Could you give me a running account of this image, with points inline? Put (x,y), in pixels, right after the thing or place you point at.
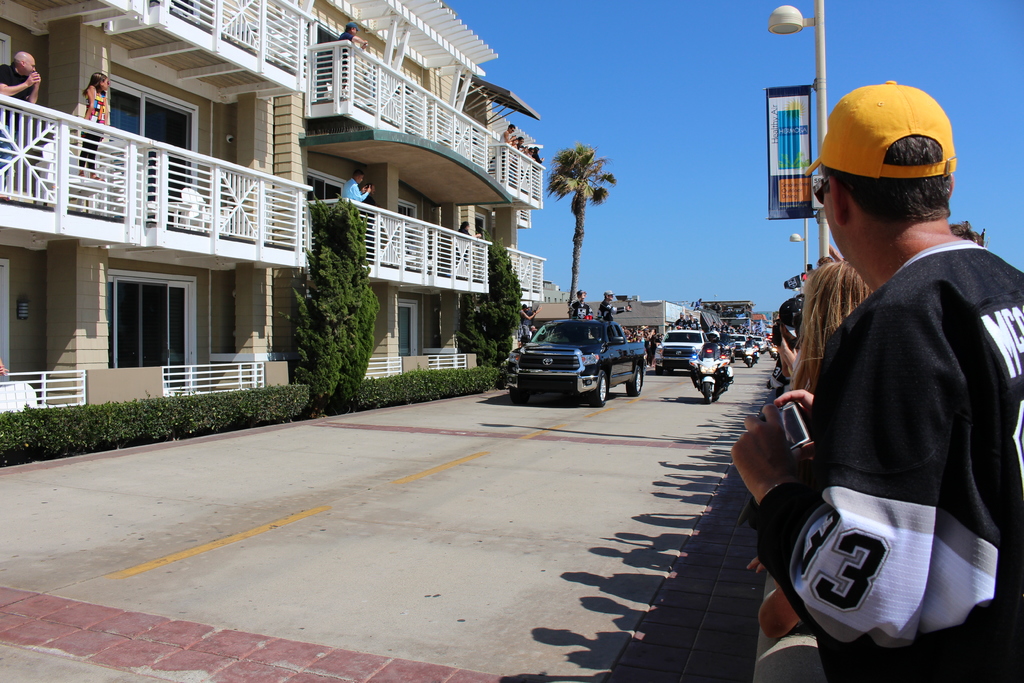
In this picture there is a man (723,340) who is riding a bike (710,373), beside him there is a black car (558,365). Behind him I can see many people (731,327) who are riding a bike (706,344) and cars (663,355). On the left (179,85) I can see the trees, plants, building (228,289), doors (192,300), railing (446,250) and windows (194,323). In the background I can see the coconut tree (597,166) and many buildings (565,315). On the right (1001,306) I can see the group of persons (819,383) who are standing near to the street light (817,211) and poster (809,108). At the top (657,61) I can see the sky (671,41). In the top left (34,90) I can see some people (463,233) who are standing in the balcony (189,159).
